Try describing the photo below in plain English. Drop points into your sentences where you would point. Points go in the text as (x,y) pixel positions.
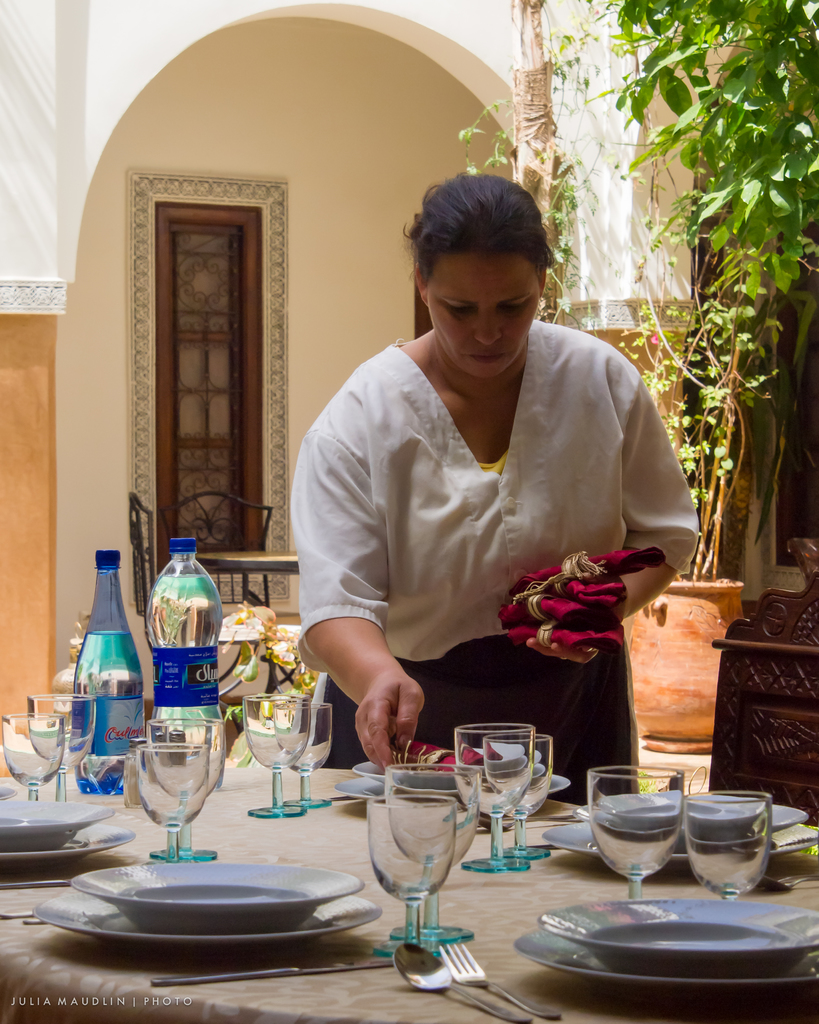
In this image I see a woman (415,566) who is holding the napkins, I also there is a table (416,1020) in front (498,764) and there are 2 water bottles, many glasses (223,725) and many plates (599,911) on it. In the background (237,582) I see 2 chairs (258,597), plants (237,709) and the window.
